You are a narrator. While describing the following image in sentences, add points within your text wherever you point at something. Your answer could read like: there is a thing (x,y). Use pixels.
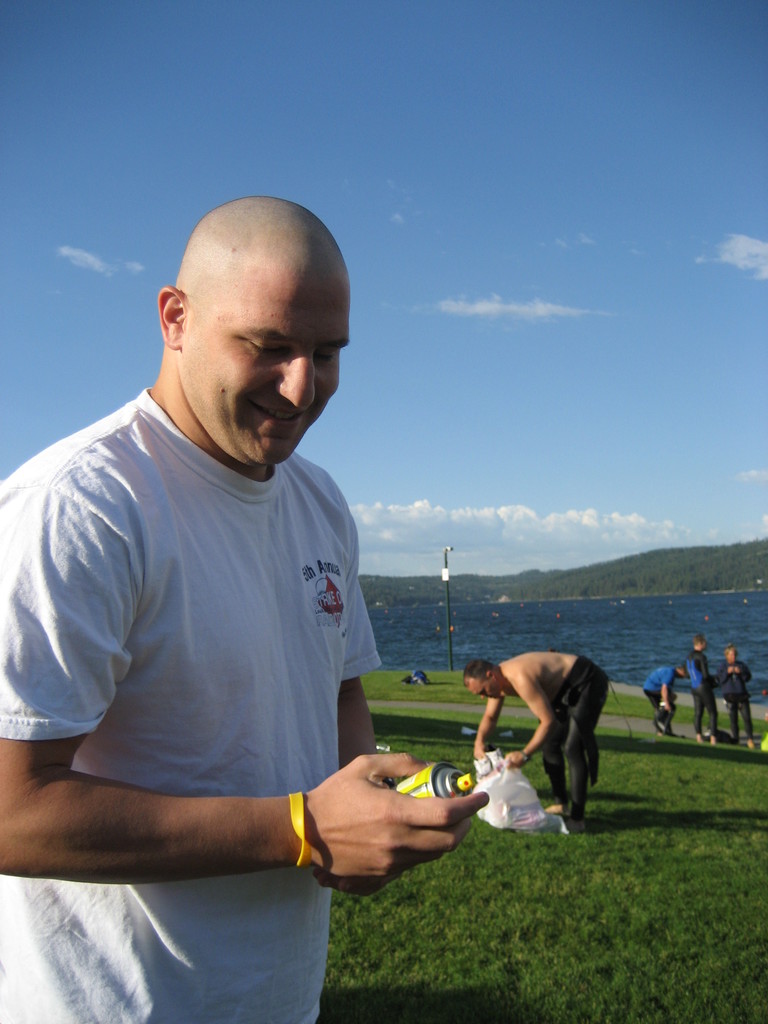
In this image there is a person (281,789) holding a bottle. In the back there are few people (492,728). Also there is a cover (506,798). On the ground (569,857) there is grass (613,799). And there is a pole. In the background (509,604) there is water (561,638), hill (496,593) and sky (430,147) with clouds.
